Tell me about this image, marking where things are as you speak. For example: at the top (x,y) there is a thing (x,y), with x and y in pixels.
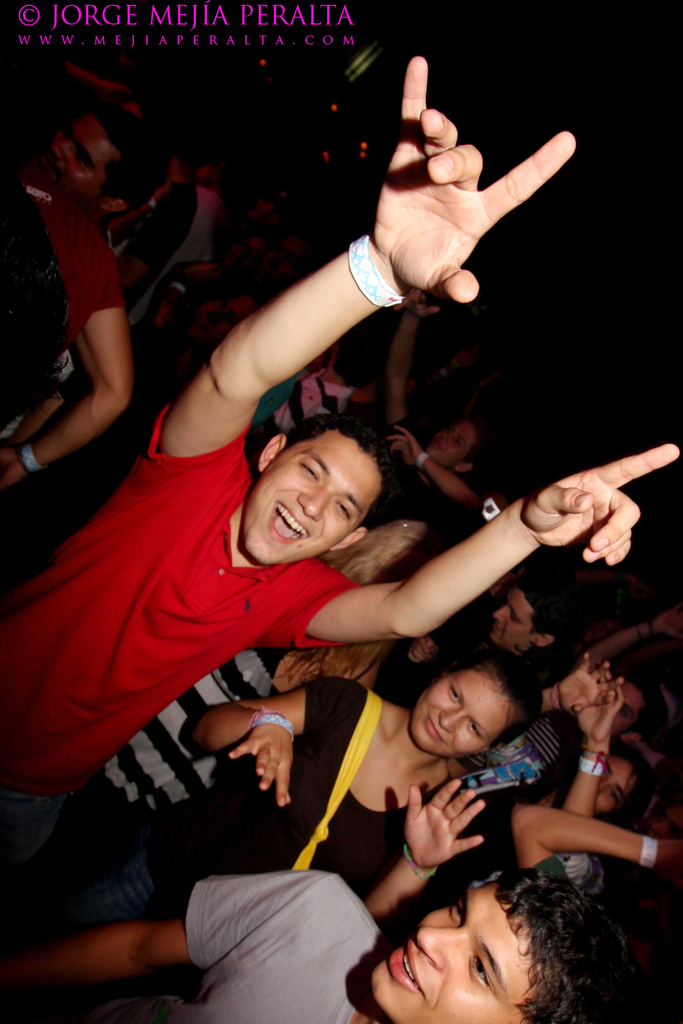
In this image there is a man (180,605) in the middle (246,552) who is wearing the red t-shirt (136,604) has kept his two hands (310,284) upwards. In the background (335,717) there are so many people (360,813) who are dancing.
